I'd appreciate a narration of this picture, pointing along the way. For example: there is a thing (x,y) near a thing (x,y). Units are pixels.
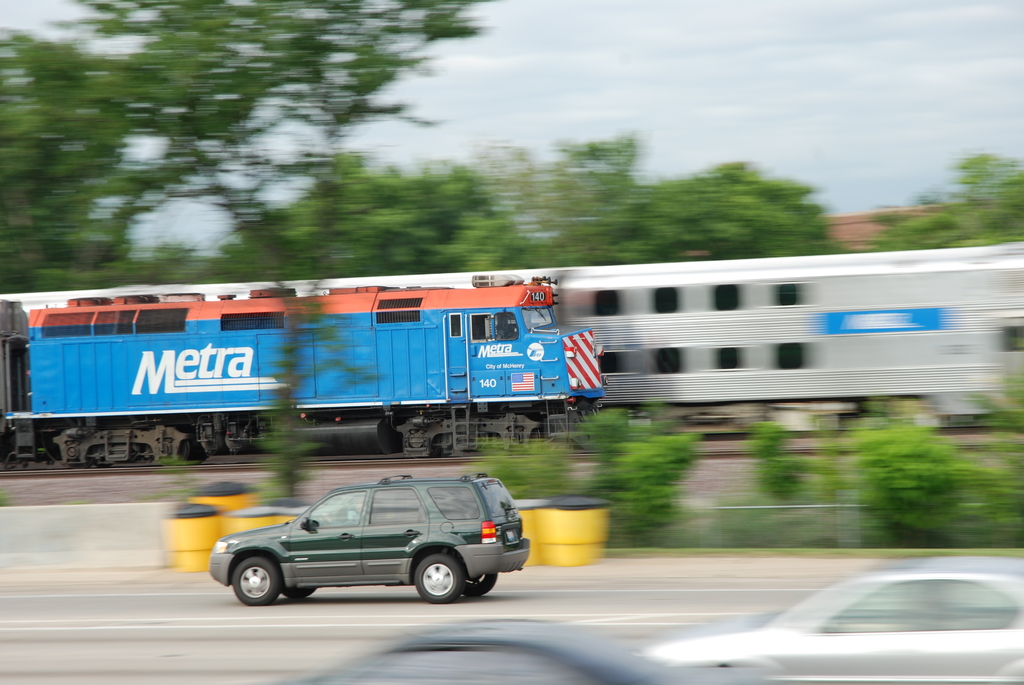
In this image I can see few vehicles (337,524), number of trees (93,39), few trains (477,379), few yellow colour things (560,531), the sky (746,19) and here I can see something is written. I can also see this image is little bit blurry.
